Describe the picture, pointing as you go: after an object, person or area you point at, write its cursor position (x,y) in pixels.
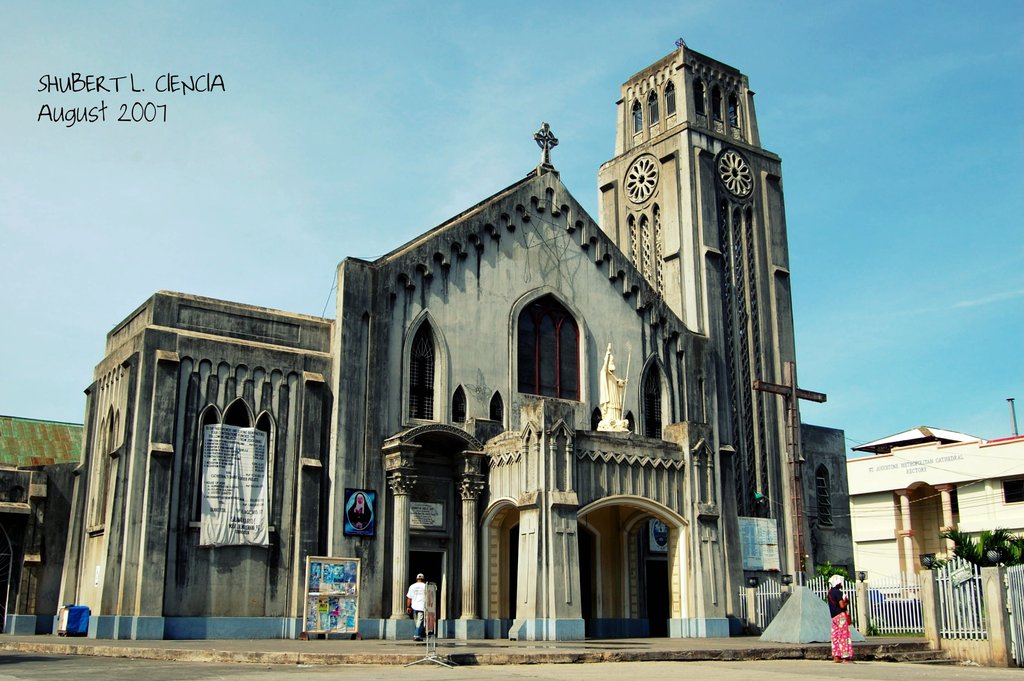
At the bottom of the image (581,680) there is a road (869,670). And there are two persons (416,609) in the image. And also there is a stand (427,642) with a board (328,612). There is a building (482,393) with walls (513,372), pillars (537,511), glass windows (565,372), arches (505,526), banners (257,509) and frames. And also there is a statue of a person (618,380). On the right side of the image (1001,605) there are pillars (998,600) and fencing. Behind them there are trees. At the top of the image (28,92) there is sky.
